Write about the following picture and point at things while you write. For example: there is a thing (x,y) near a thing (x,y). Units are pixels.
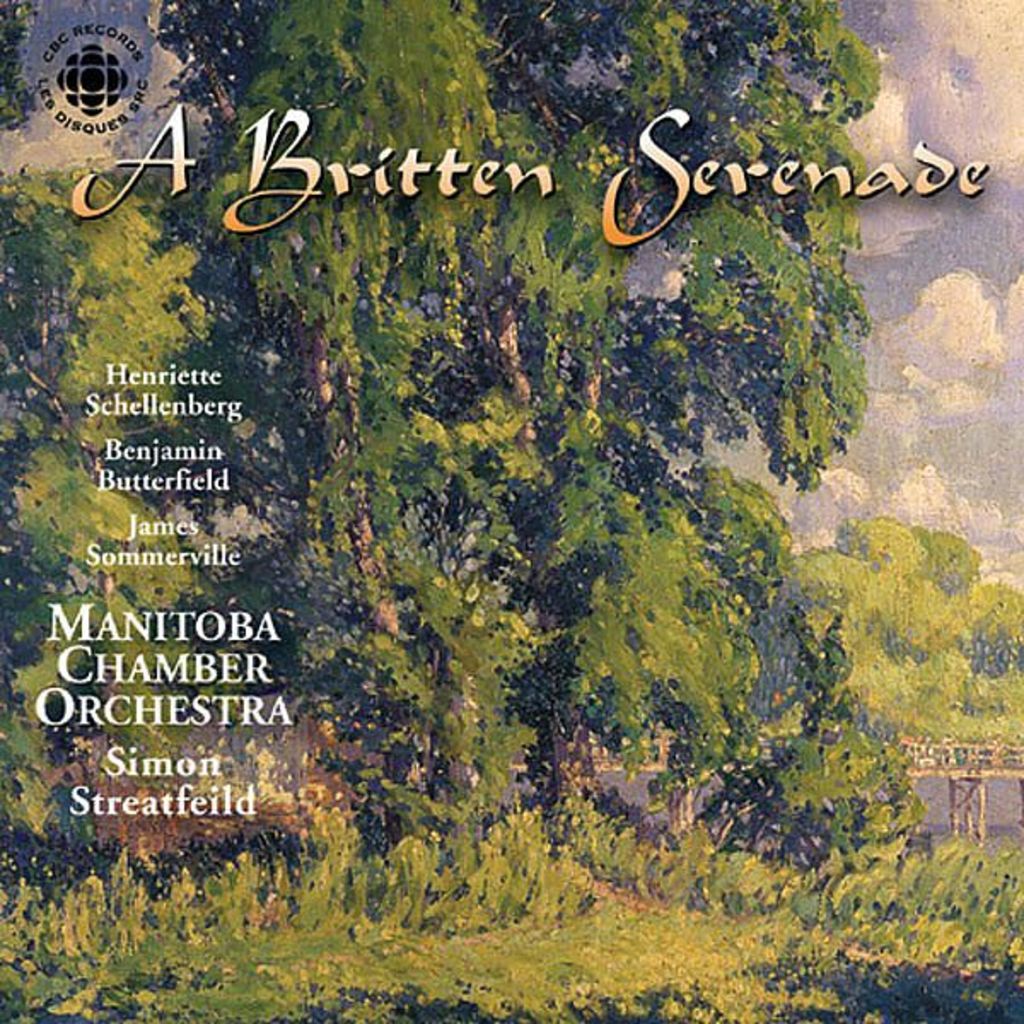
We can see poster (329,524), on this poster (358,254) we can see trees (469,468), some text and sky (32,147) with clouds (1004,357).
